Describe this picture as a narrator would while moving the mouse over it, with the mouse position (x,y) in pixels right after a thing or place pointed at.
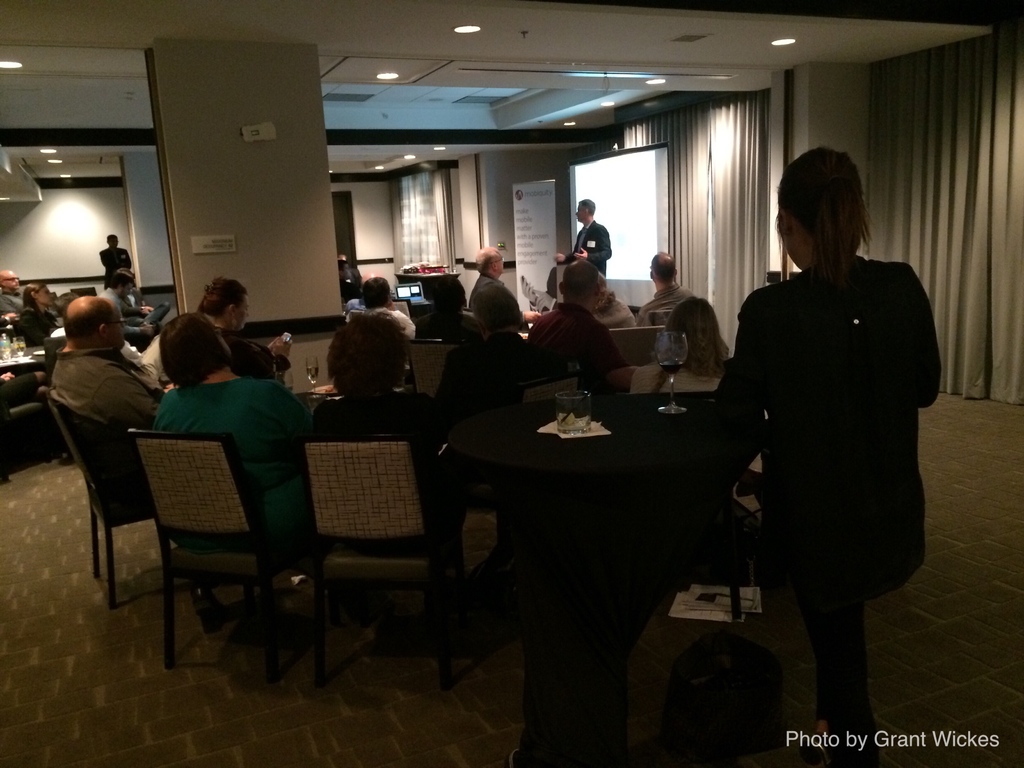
There are few people (396,388) here sitting on the chair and listening to a person (579,248) standing over here in front of the screen (666,195). In this room (242,300) we can see wall (778,133), lights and curtains (682,128).
